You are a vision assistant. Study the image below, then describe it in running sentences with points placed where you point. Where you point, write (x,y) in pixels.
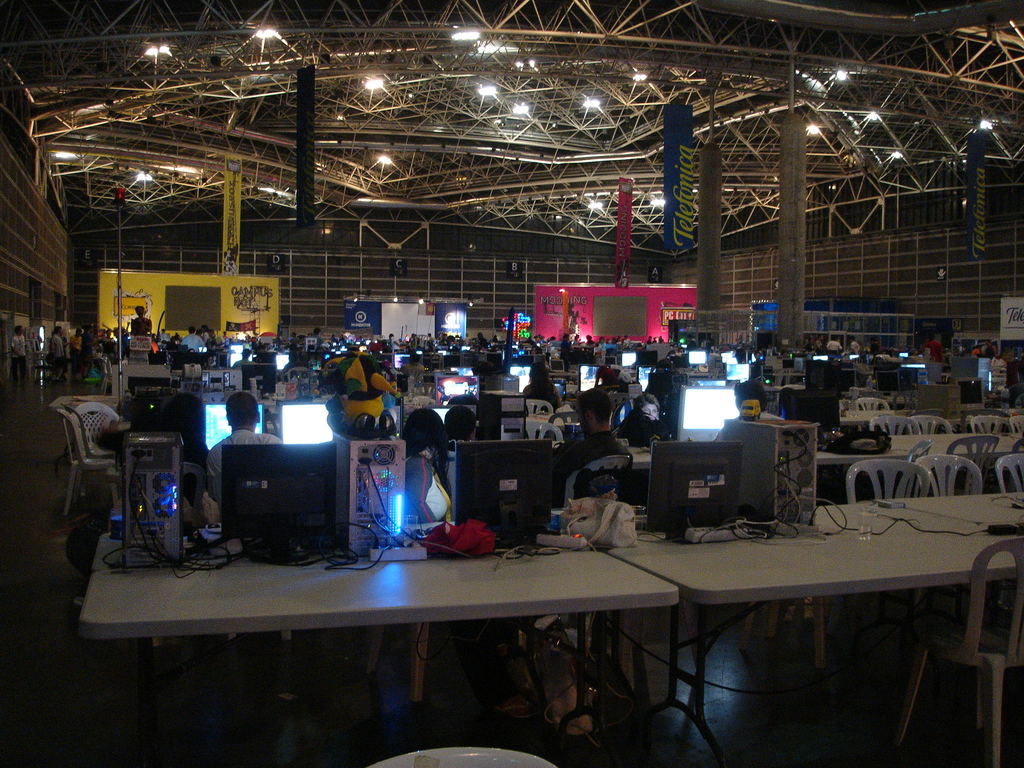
It is an indoor stadium (400,343) where people (191,342) are participating in an event.
